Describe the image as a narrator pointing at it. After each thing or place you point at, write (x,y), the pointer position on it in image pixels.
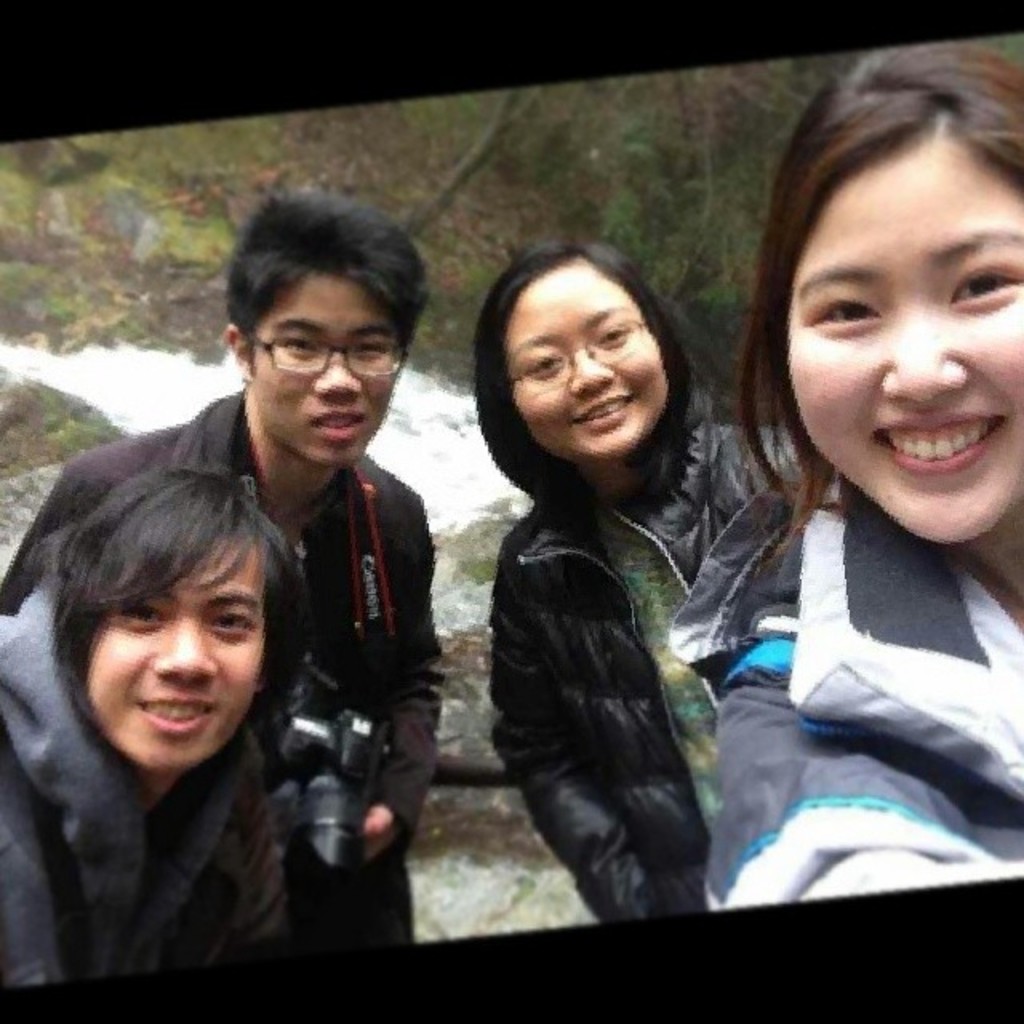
In this image I can see on the left side (321,570) a man (378,657) is standing and also holding the camera (347,754). On the right side (798,192) two girls (833,617) are standing and smiling, at the top (608,159) there are trees (613,208).
